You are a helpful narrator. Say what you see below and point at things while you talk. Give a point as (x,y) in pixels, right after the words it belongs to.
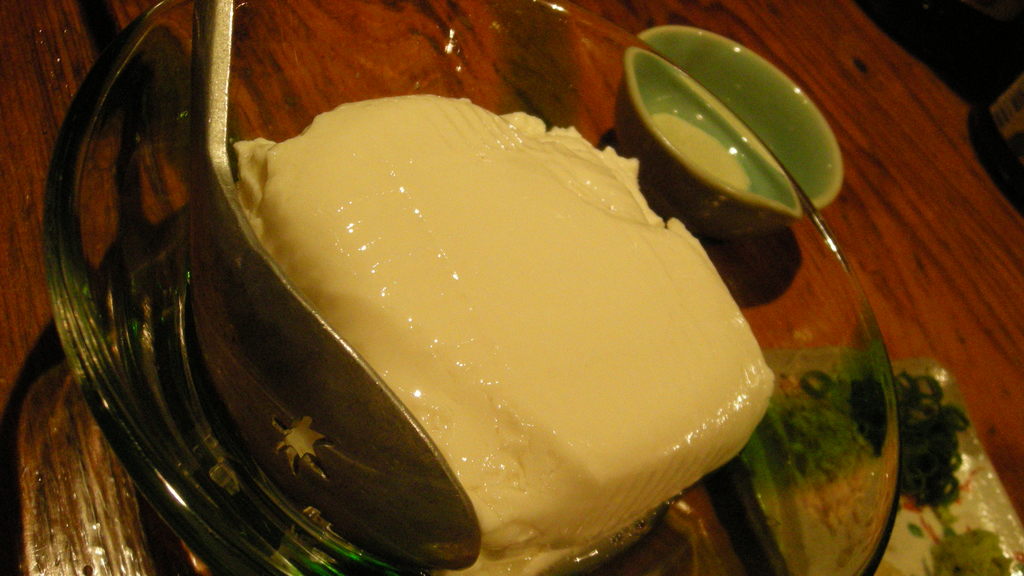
In the picture we can see a wooden table (919,131) on it, we can see a glass bowl (74,319) in it, we can see a spoon (265,433) and cream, which is light yellow in color and beside the bowl (86,327) we can see another bowl (767,191) which is green in color and besides we can see tray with some vegetable salads (952,478) in it.
